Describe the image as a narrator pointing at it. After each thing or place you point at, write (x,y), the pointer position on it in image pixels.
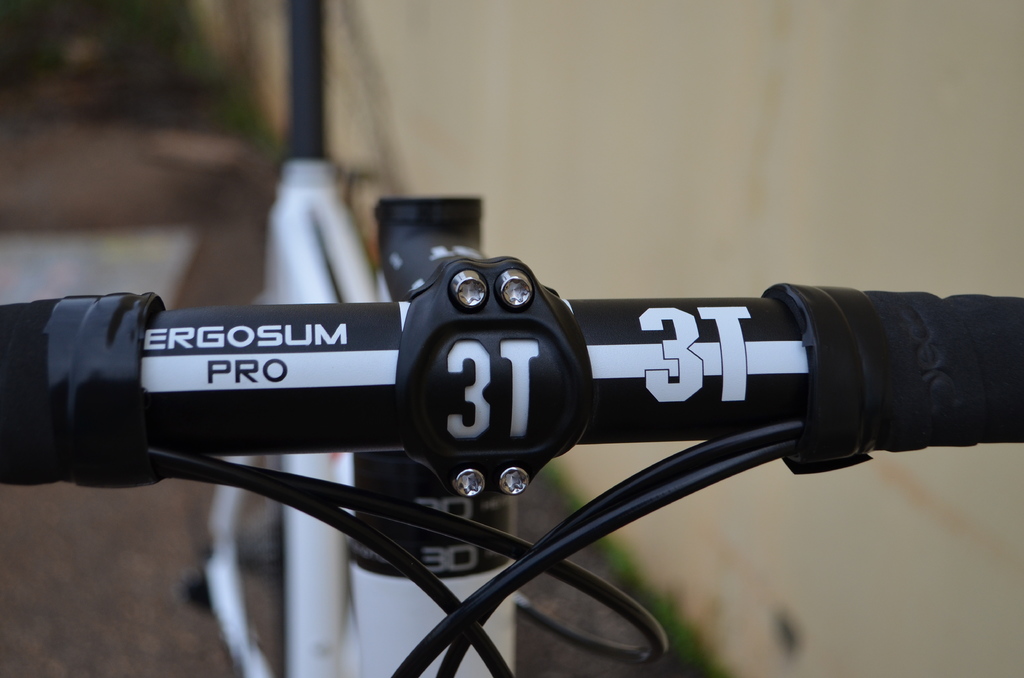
In this image we can see the handle (606,419) of a bicycle (744,403). Here we can see the seatpost (319,37) on the top left side (306,115).
